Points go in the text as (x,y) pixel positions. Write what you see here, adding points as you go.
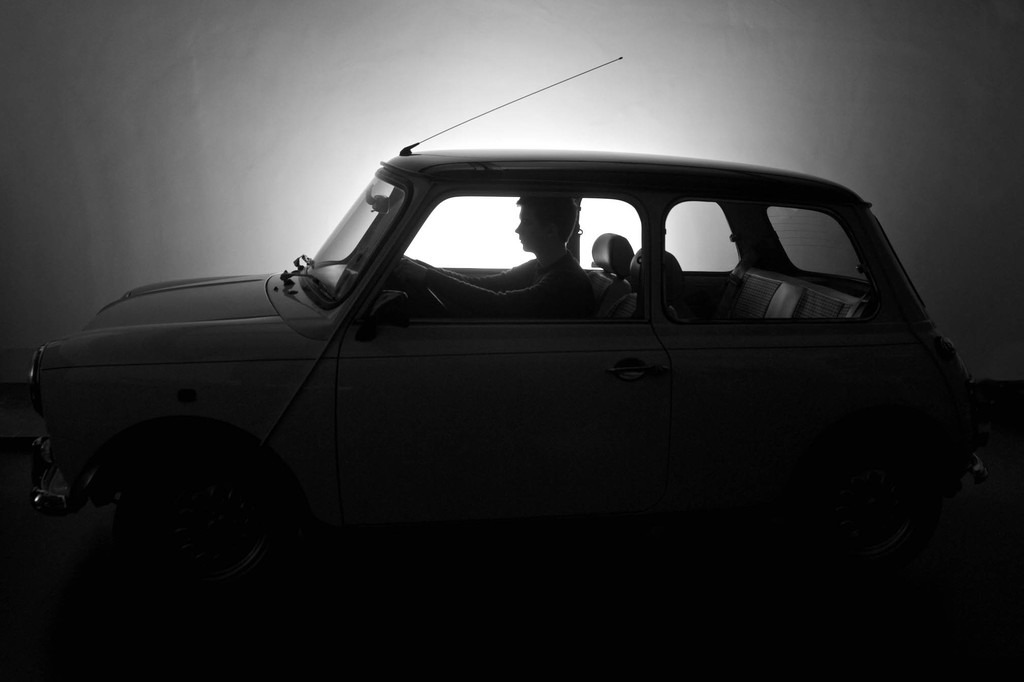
In this image we can see a person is sitting inside a vehicle (614,377). In the background (85,231) we can see a wall (628,68). At the bottom of the image (615,575) it is dark.
